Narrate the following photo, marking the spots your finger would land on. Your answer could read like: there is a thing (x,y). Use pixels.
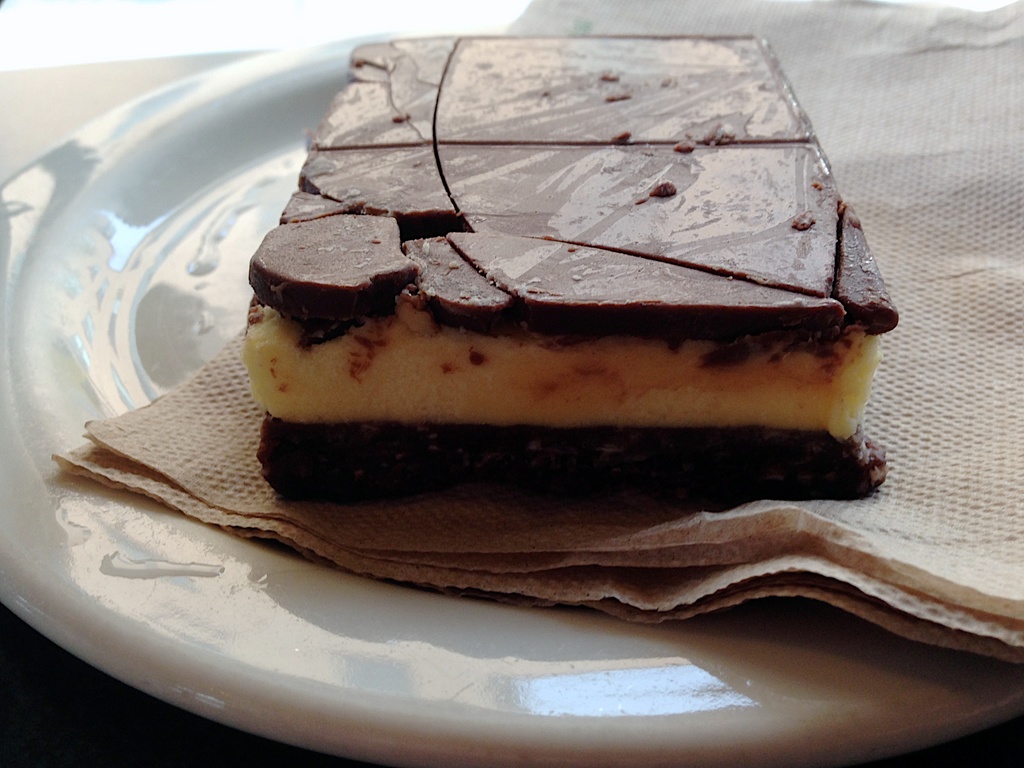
In this image, I can see a cake (641,318) and paper napkins (906,331) in a plate (279,551). This picture might be taken in a room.
